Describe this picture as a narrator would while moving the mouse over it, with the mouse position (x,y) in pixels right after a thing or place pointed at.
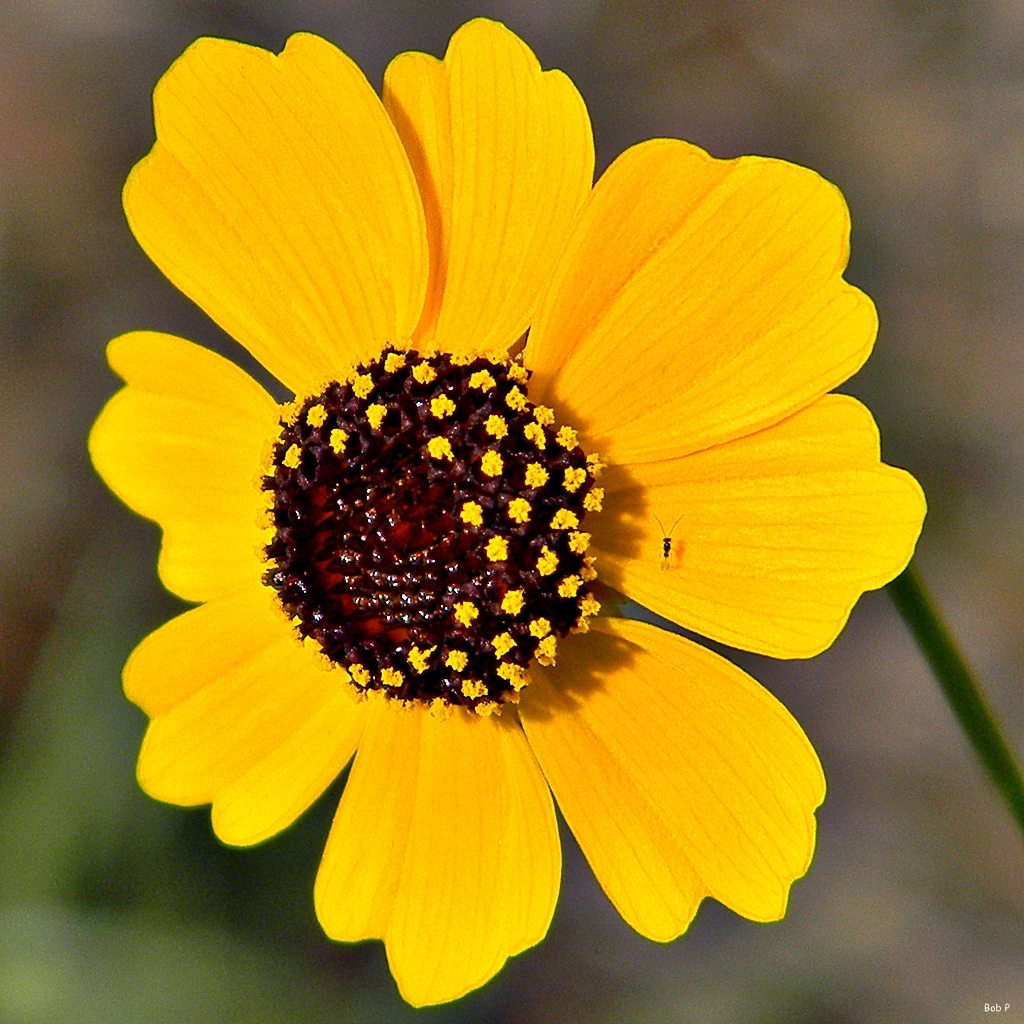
In this image we can see a flower (552,628) and an insect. In the background of the image (69,68) there is a blur background (10,661).
